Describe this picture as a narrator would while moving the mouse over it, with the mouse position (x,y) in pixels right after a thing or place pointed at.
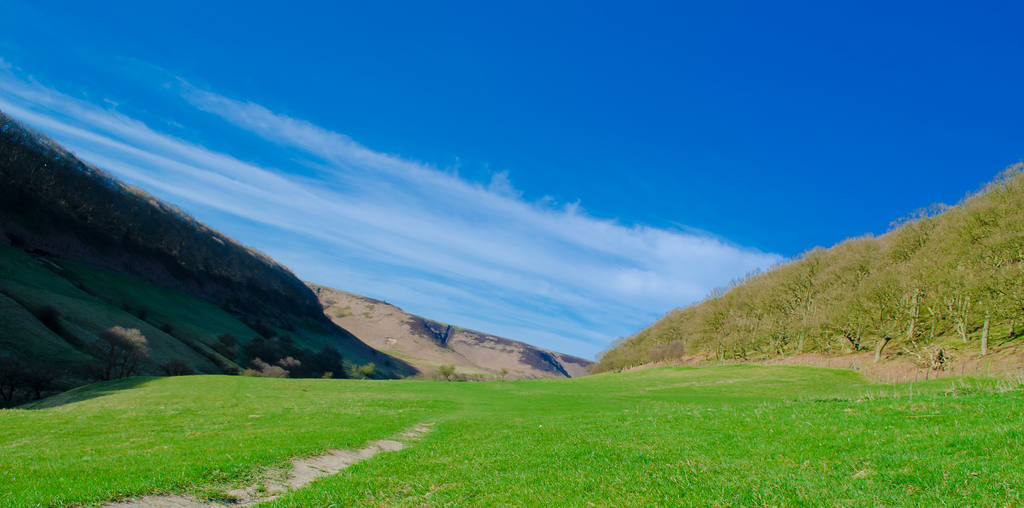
There is grassland (500,437). On the right side (848,292) there is hill (890,285) with trees (884,281). On the left side (288,299) there is another hill (202,291). In the back (466,200) there is sky (404,195) with clouds (405,202).
